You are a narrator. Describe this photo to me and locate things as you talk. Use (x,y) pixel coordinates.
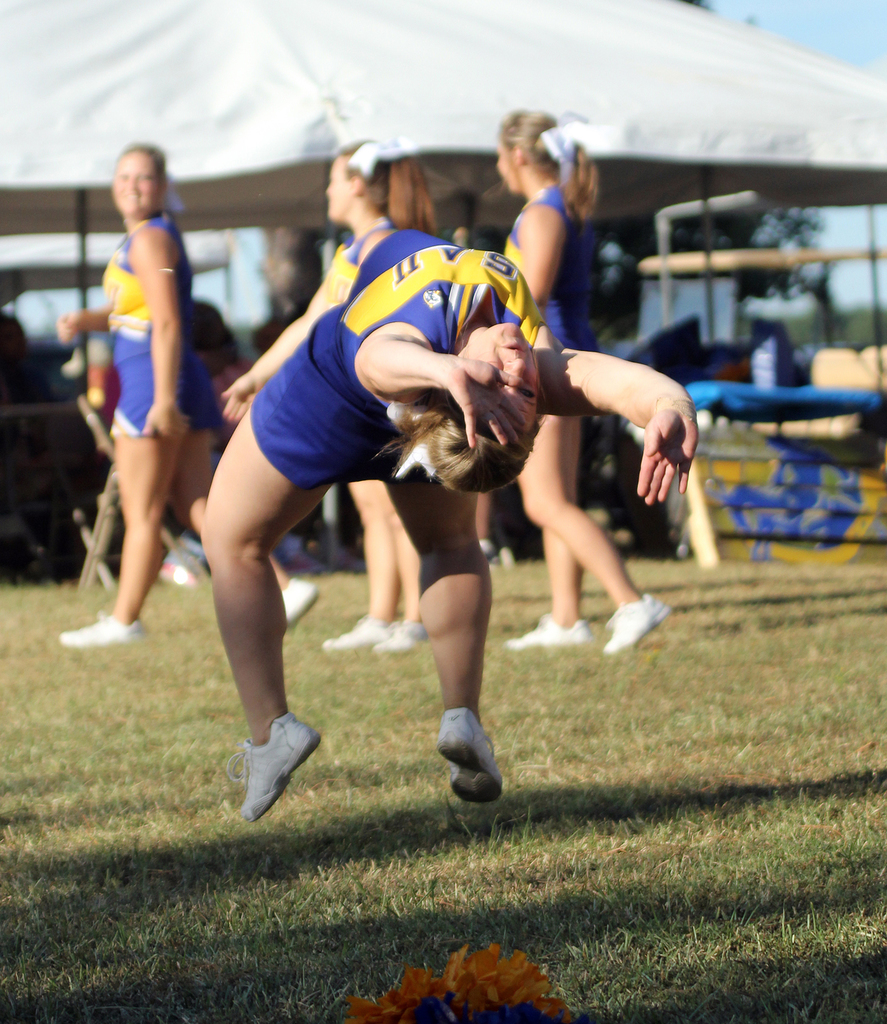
In this image we can see few people (611,622) walking on the ground (608,812) and a person (429,389) is jumping and there is tent (640,125), an iron pole (708,181) and few objects (771,434) on the ground (320,698) and the sky (846,220).
